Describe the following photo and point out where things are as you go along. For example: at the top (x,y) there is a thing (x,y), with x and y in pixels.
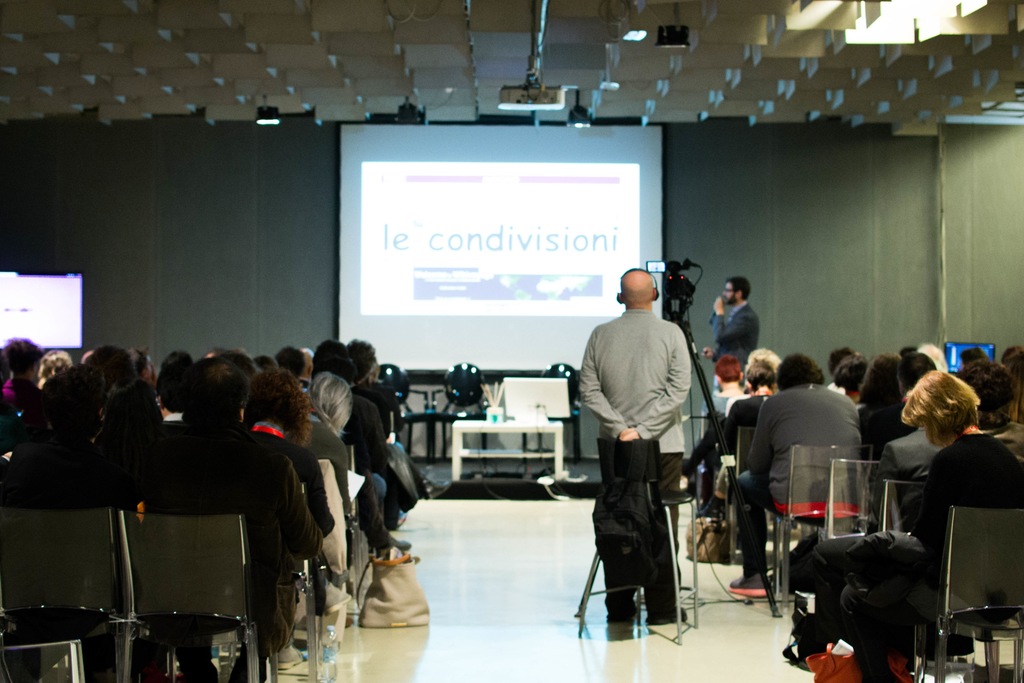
In this image, we can see a group of people (1015,381). Few people (770,399) are sitting on the chairs (982,616). In the middle (661,427) and background of the image (742,329), we can see two men (630,427) are standing. Background we can see wall (842,234), screen (518,273), television (53,301), chairs (401,382), table (457,432) and few objects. Top of the image (537,108), we can see the projector (533,96). Here we can see a camera (680,295) with stand (680,317).
